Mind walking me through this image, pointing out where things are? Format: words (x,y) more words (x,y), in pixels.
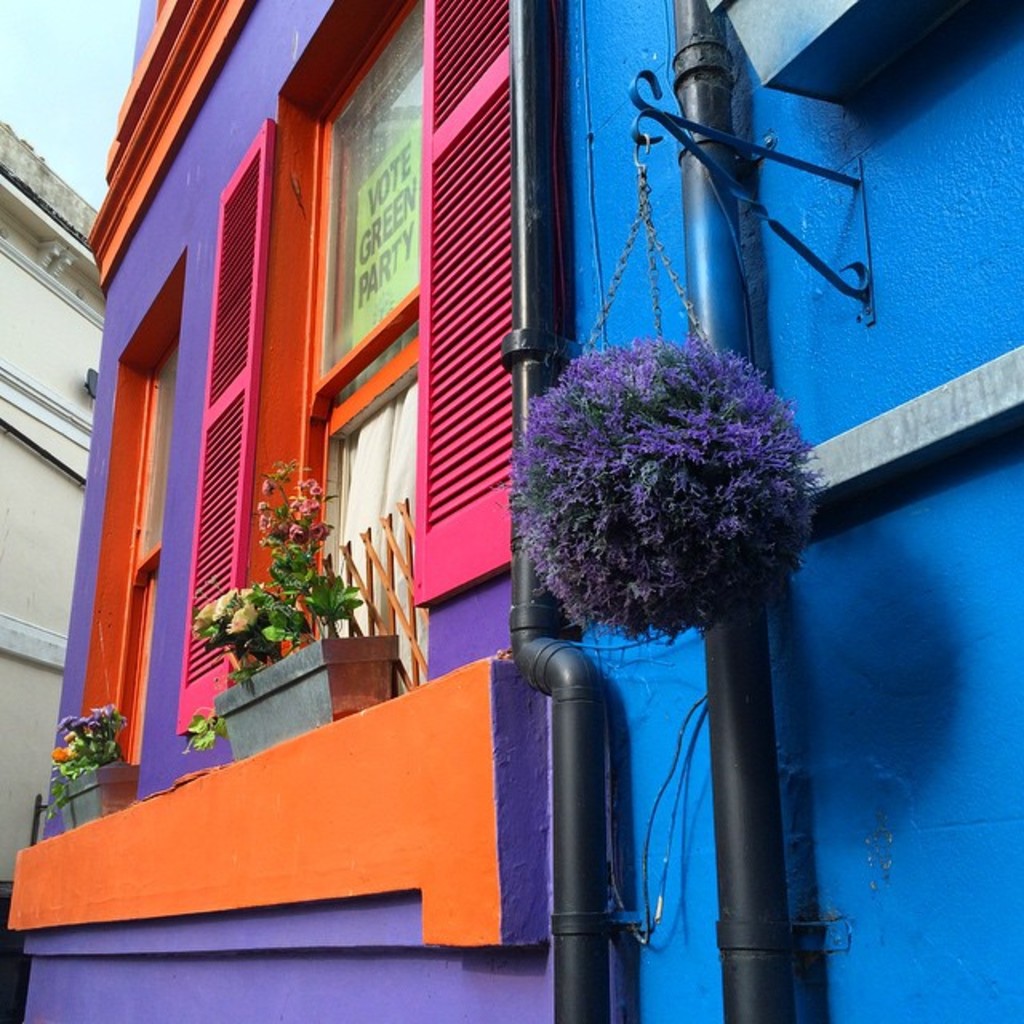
In this image I can see buildings (176,572), flower pots (268,623), pipes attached to the blue color wall (790,670) and windows (167,436). Here I can see the sky (53,63).
